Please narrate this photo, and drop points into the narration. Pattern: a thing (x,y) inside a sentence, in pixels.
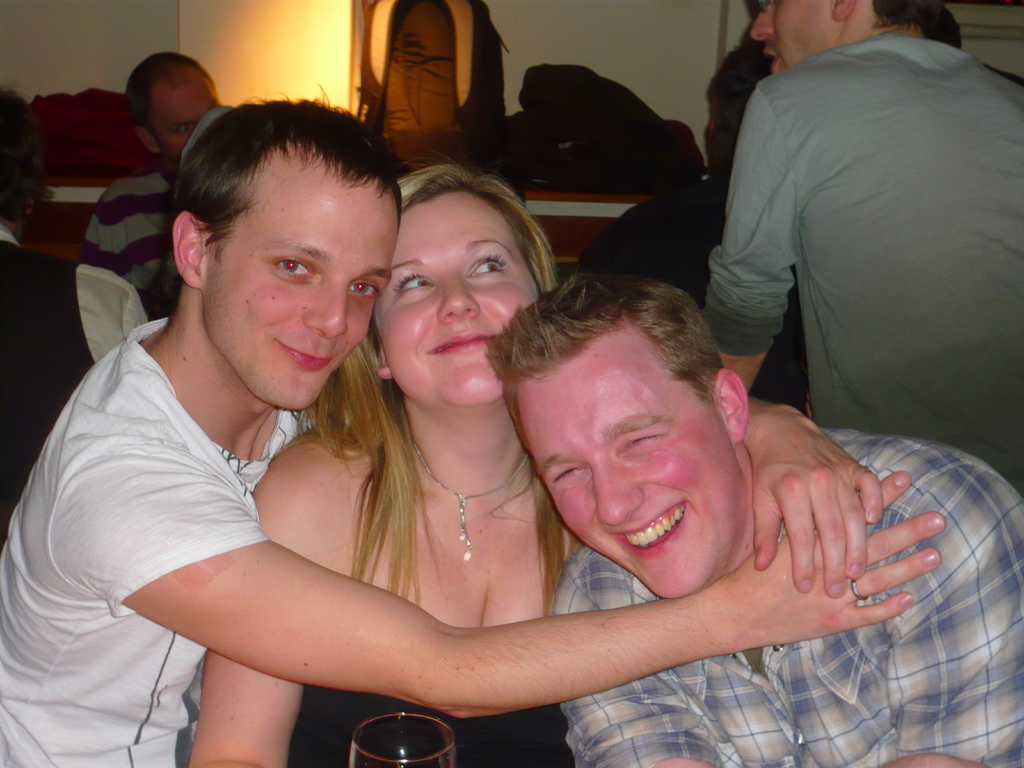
This is an inside view. Here I can see three persons (520,429) smiling. At the bottom (377,721) there is a glass (418,742). In the background (11,295), I can see some more people (25,269) and there is a table (534,196) on which few bags (518,156) are placed. At the top of the image (573,31) there is a wall (609,20).
